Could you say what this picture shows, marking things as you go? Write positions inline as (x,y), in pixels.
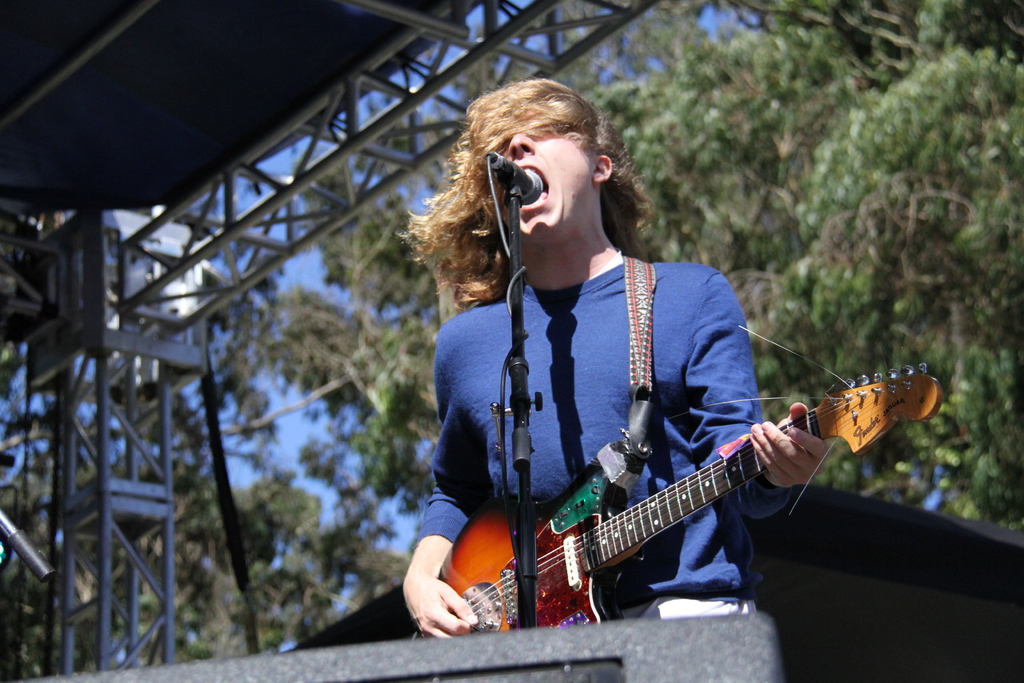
In the middle of the image (647,429) a person (602,337) is standing and playing guitar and singing on the microphone (536,180). Top right side of the image (751,103) there are some trees (713,131). Top left side of the image (248,108) there is a roof (195,33).
